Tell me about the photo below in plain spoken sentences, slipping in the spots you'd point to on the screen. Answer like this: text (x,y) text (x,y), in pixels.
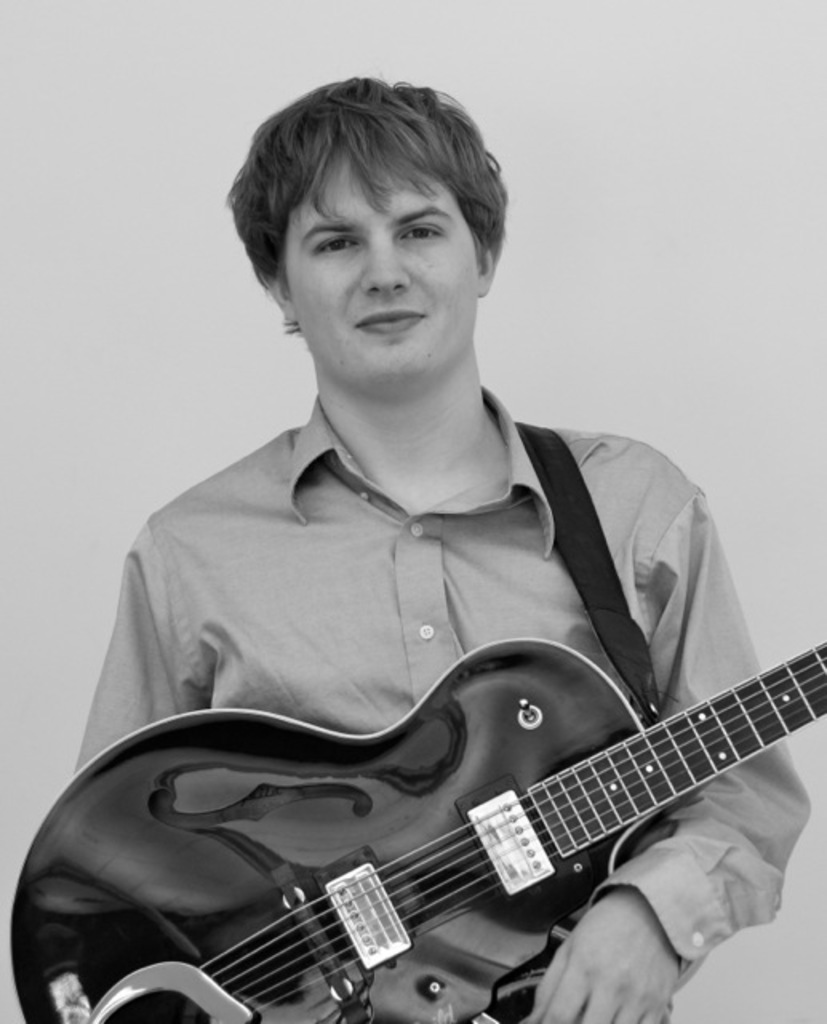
In the image we can see there is a man (406,438) who is holding a guitar (450,854) in his hand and the image is in black and white colour.
